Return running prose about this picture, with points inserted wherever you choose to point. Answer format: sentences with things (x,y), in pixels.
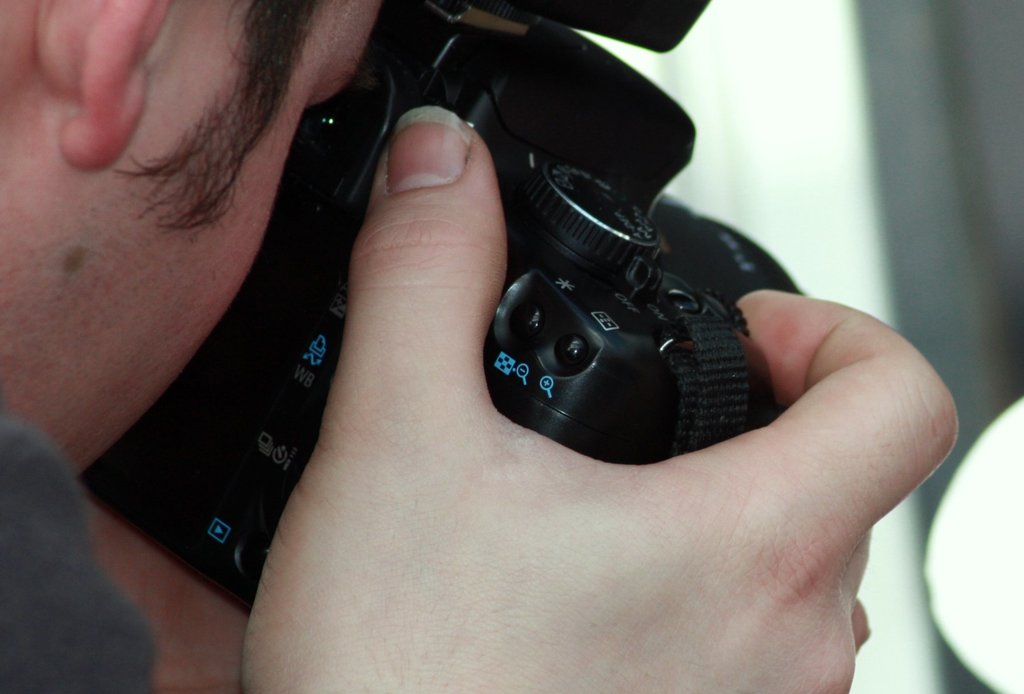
In this image we can see a person (606,464) holding a camera (648,124) and the camera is black in color.
